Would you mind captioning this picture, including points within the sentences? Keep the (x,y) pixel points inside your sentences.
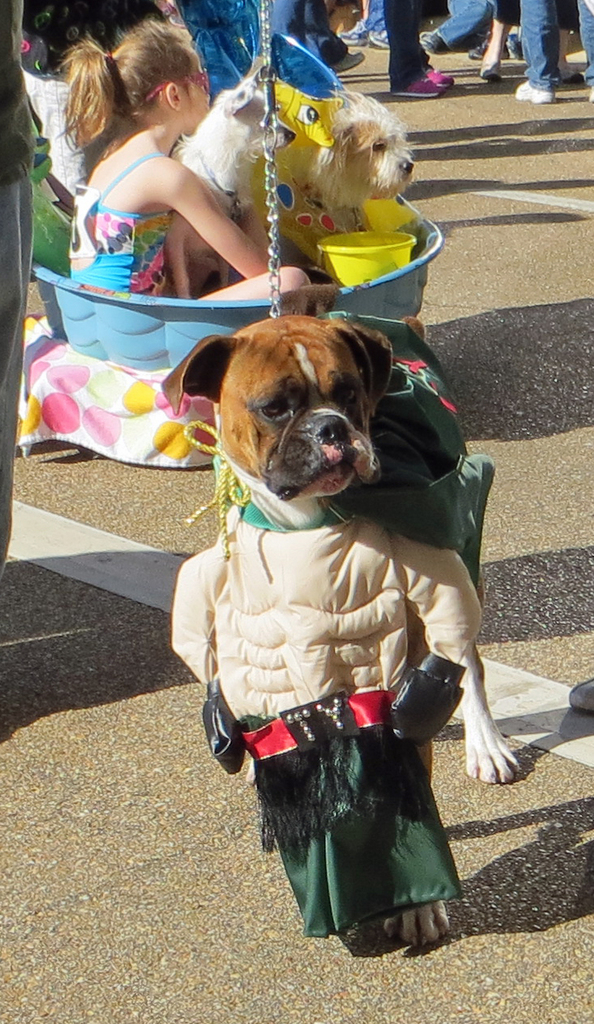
This image is clicked on the roads (119,822). In the front (446,628), there is a dog (362,586) which is dressed up. In the background (296,263), there is a tub (127,308) in which a dog (342,136) and girl (172,199) are sitting. At the bottom (106,732), there is a road (515,197). In the background (499,17), there are people (359,35) walking.
